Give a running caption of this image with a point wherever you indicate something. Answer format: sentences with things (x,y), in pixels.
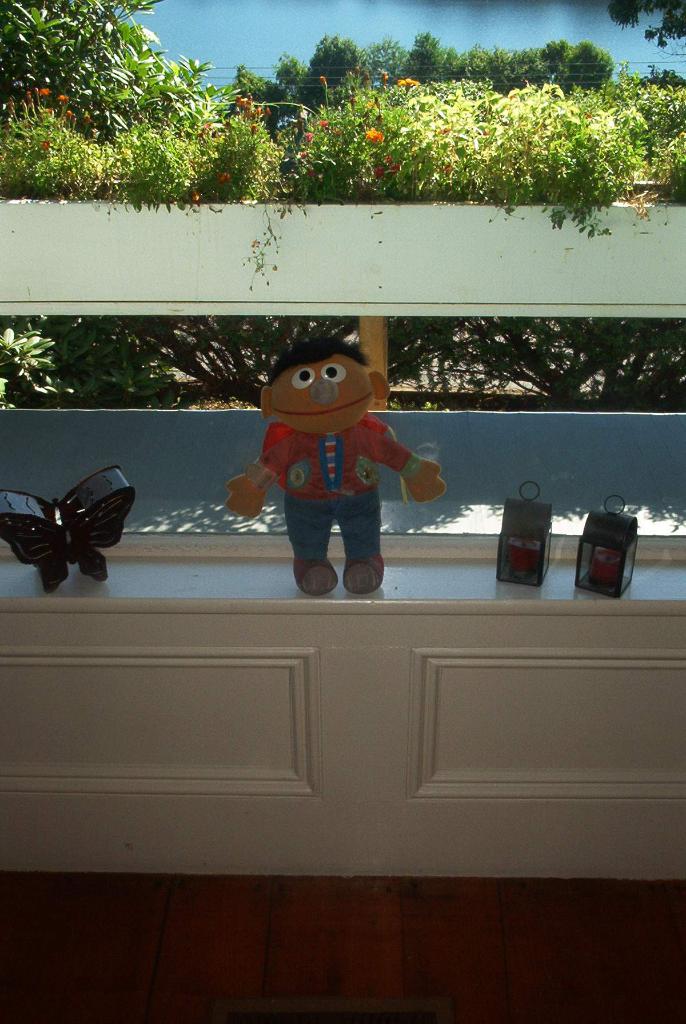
In this image, I can see a toy (323,490), butterfly box (84,518) and few other objects (627,558) on the wooden board (422,600). These are the trees (548,362) with branches (426,149) and leaves (551,176).
